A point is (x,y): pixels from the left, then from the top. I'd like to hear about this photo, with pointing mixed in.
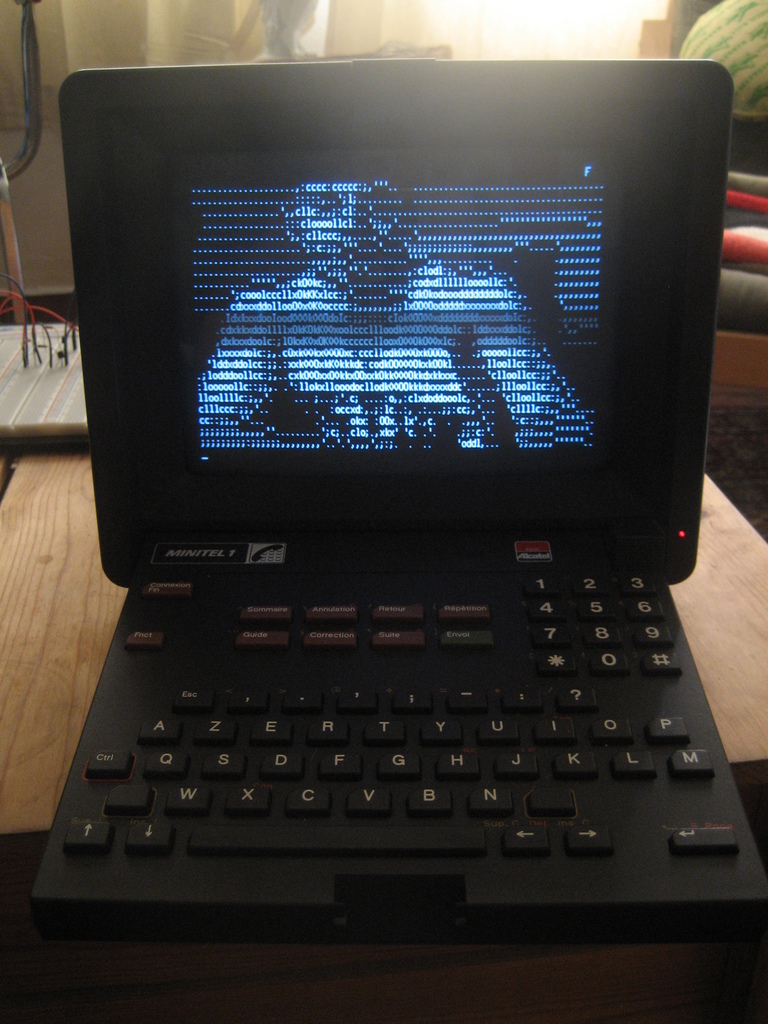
This is the picture of a table (4,698) on which there is a laptop (598,347) and behind there are some other things (767,328).
